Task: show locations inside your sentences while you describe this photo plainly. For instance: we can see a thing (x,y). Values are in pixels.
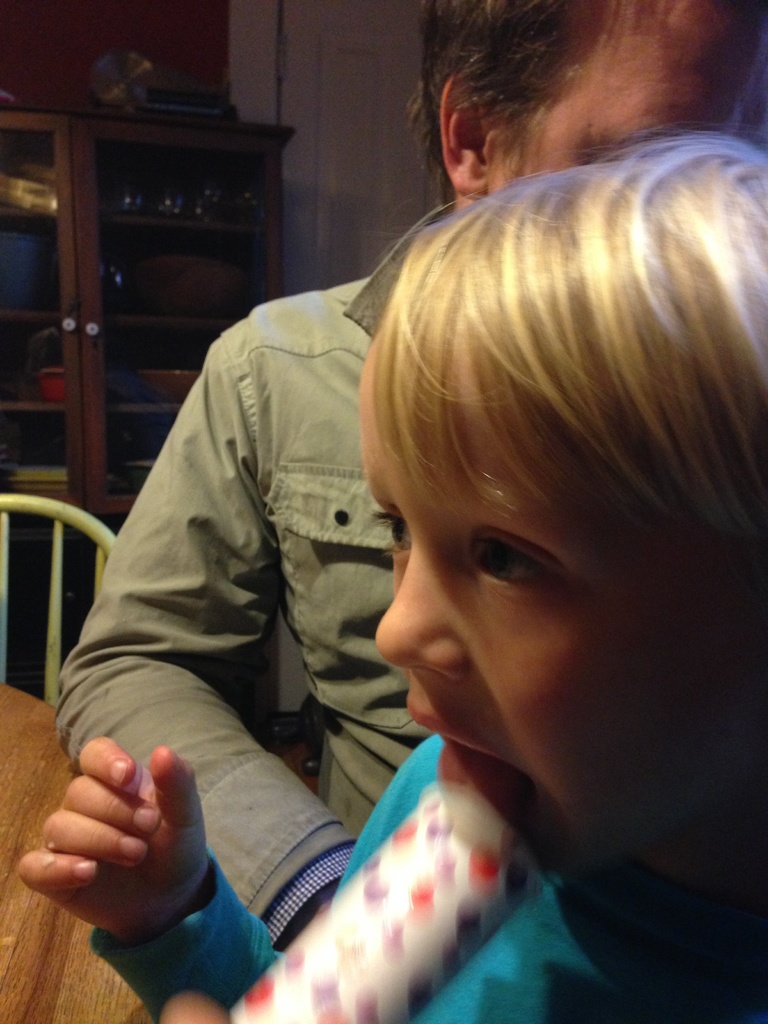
In this picture we can see a man (364,315), child (510,510), chair (106,544), table (50,996), cupboard (48,327) with some objects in it and in the background (357,72) we can see the wall (206,21).
